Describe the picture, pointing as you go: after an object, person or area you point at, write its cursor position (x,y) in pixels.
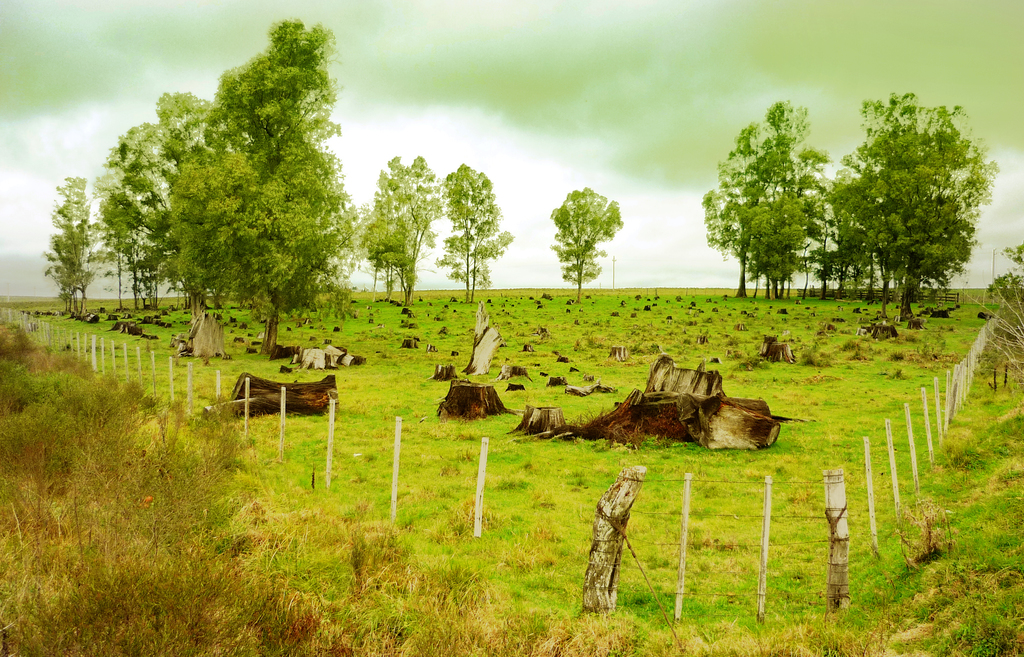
There are few objects (614,409) and green trees (268,223) on a greenery ground (957,550) and there is a fence (981,344) around it and the sky (640,72) is cloudy.
